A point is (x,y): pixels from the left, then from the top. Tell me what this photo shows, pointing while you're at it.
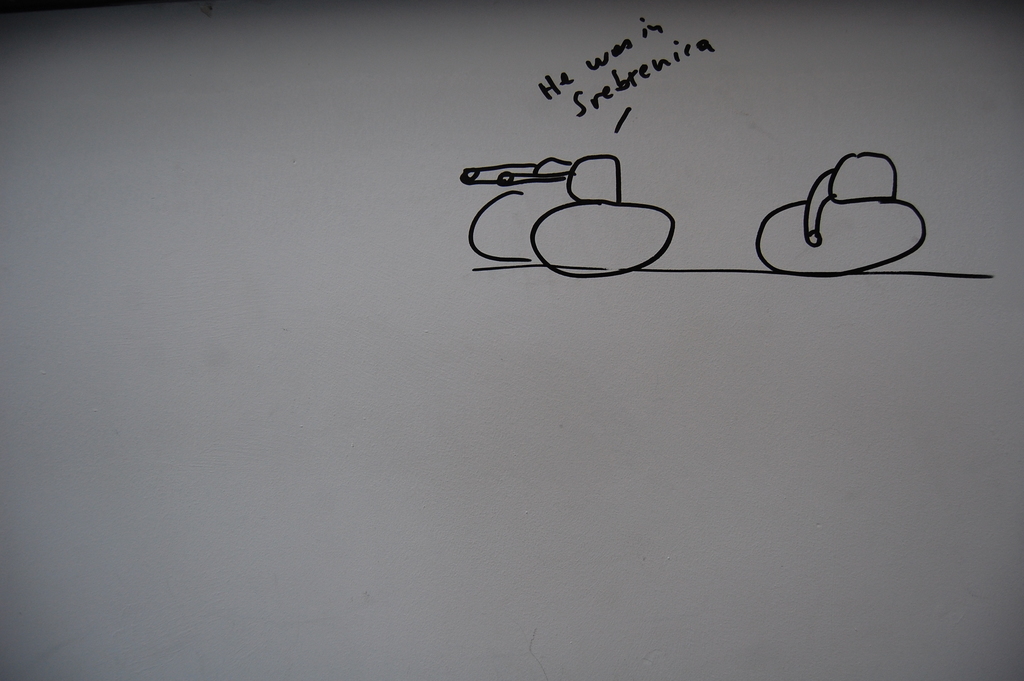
Here in this picture we can see a paper (935,354) present, on which we can see some drawing (569,210) and a text (618,96) written on it over there.
